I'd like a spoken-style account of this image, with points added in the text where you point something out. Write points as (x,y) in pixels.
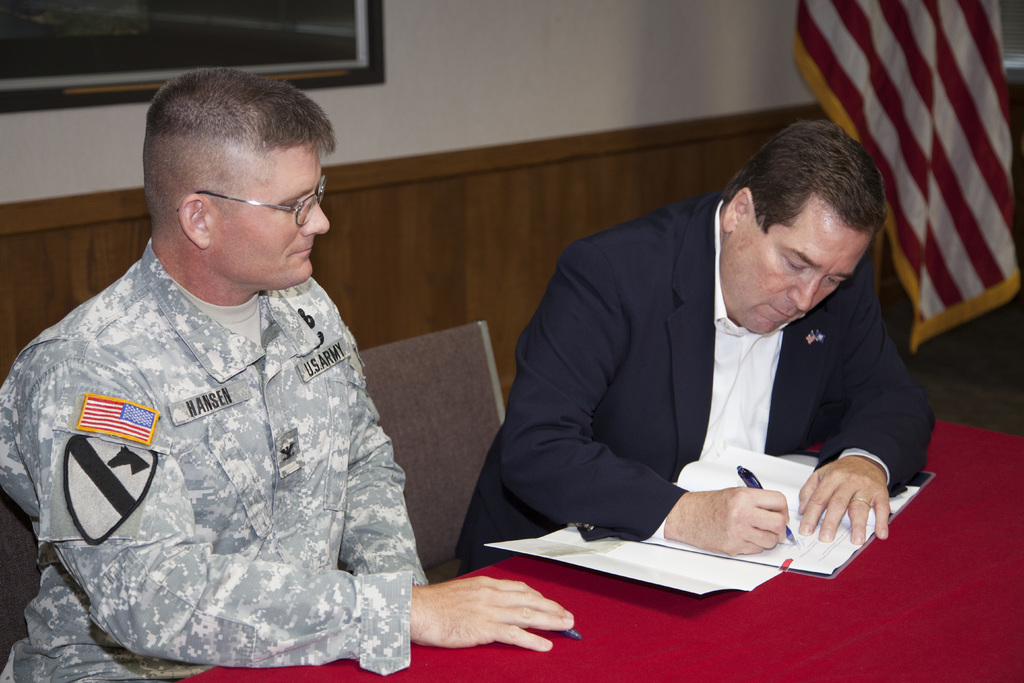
In this picture there are two men (364,415) in the center of the image (656,389) and there is a table (890,674) in front of them, there is a portrait (42,94) at the top side of the image (74,9) and there is a flag (949,35) on the right side of the image (833,17).
